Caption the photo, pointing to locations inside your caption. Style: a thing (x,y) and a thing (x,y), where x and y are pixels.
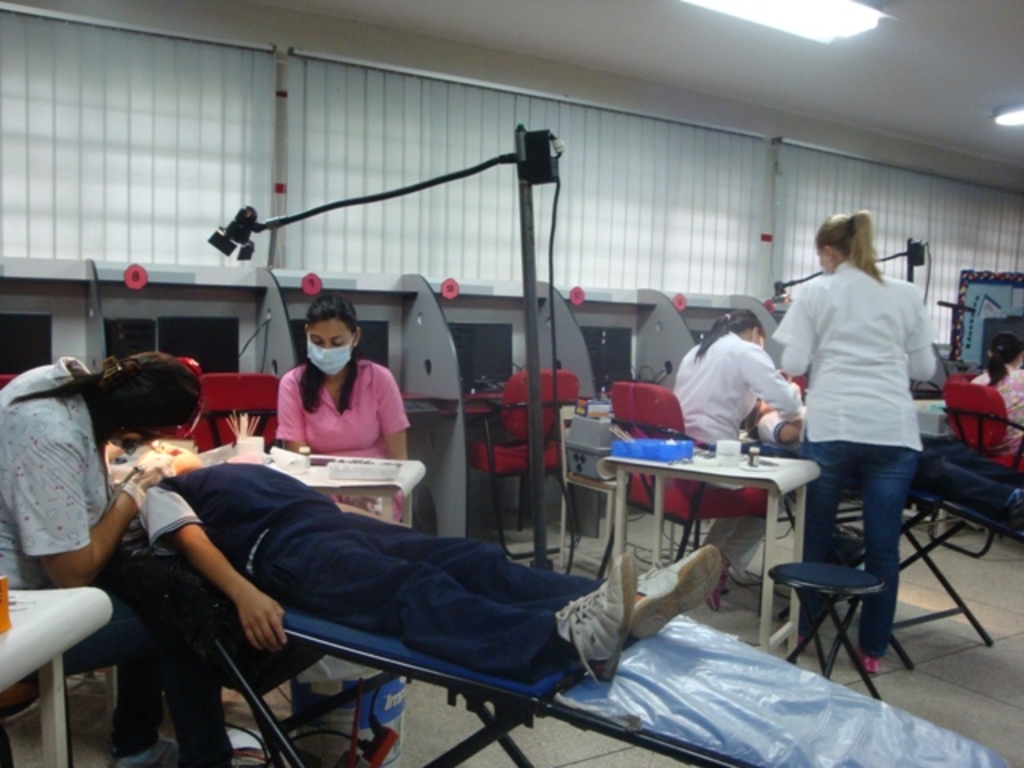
In this image I can see few people (856,467). Some people (111,397) are sitting on the chair (680,505). At the top (799,24) there is a light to the ceiling (948,66).
